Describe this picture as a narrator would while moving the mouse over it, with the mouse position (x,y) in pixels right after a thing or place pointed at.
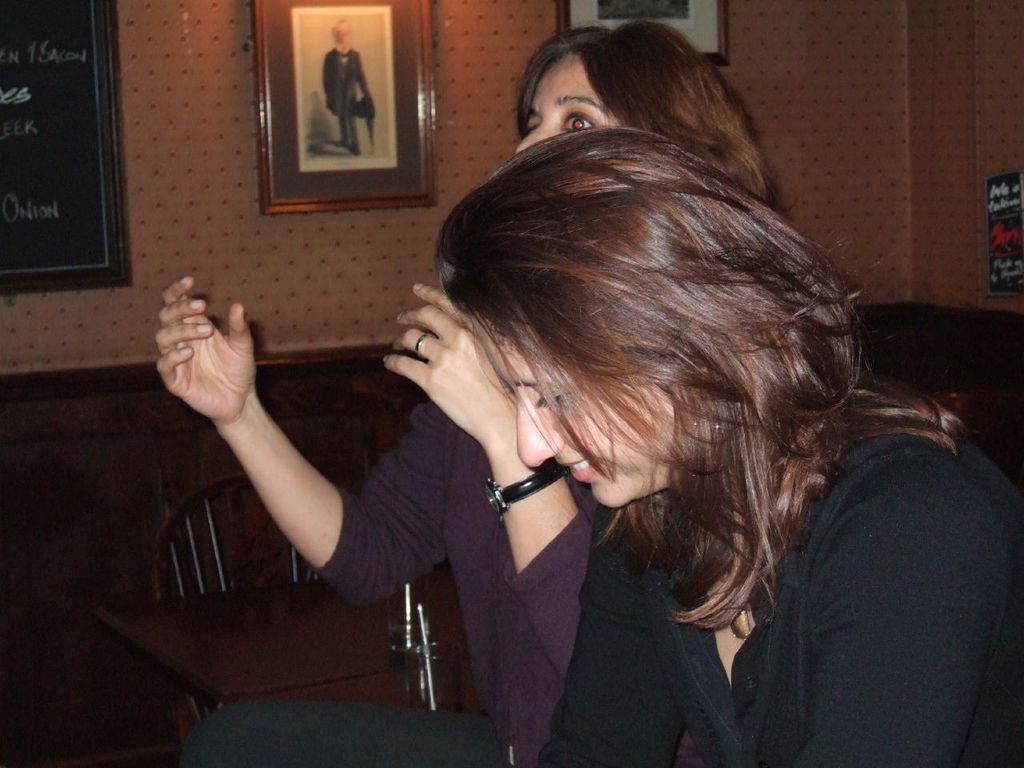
In this picture we can observe two women (643,497). One of them is wearing black color dress (621,630) and the other is wearing a violet color dress (462,535). There is a brown color table (300,675). In the background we can observe some photo frames (345,85) fixed to the wall (825,74).
